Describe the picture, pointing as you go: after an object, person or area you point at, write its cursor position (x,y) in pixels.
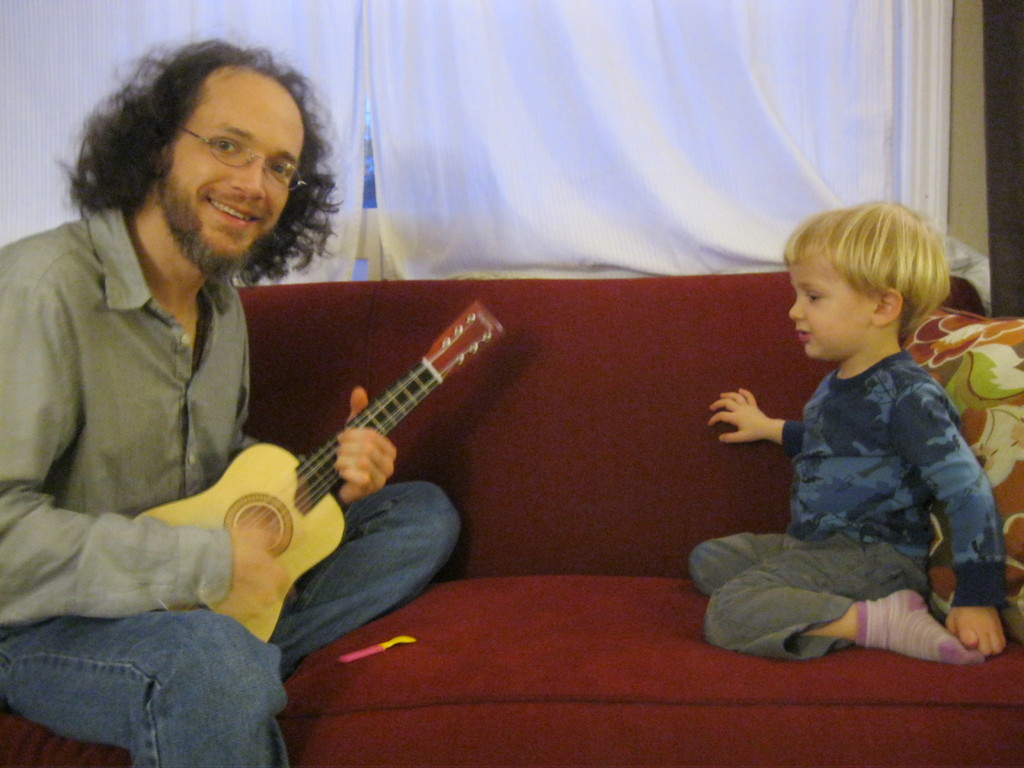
In this Picture we can see a inside view of the room (295,587) in which one man (129,374) wearing the grey t-shirt (151,360) holding the guitar (317,497) and smiling towards the camera, On the opposite we can see a small boy (863,463) wearing blue t-shirt (858,468) is watching to him sitting on the red sofa (748,666), Behind we can see the white curtains (551,108).
